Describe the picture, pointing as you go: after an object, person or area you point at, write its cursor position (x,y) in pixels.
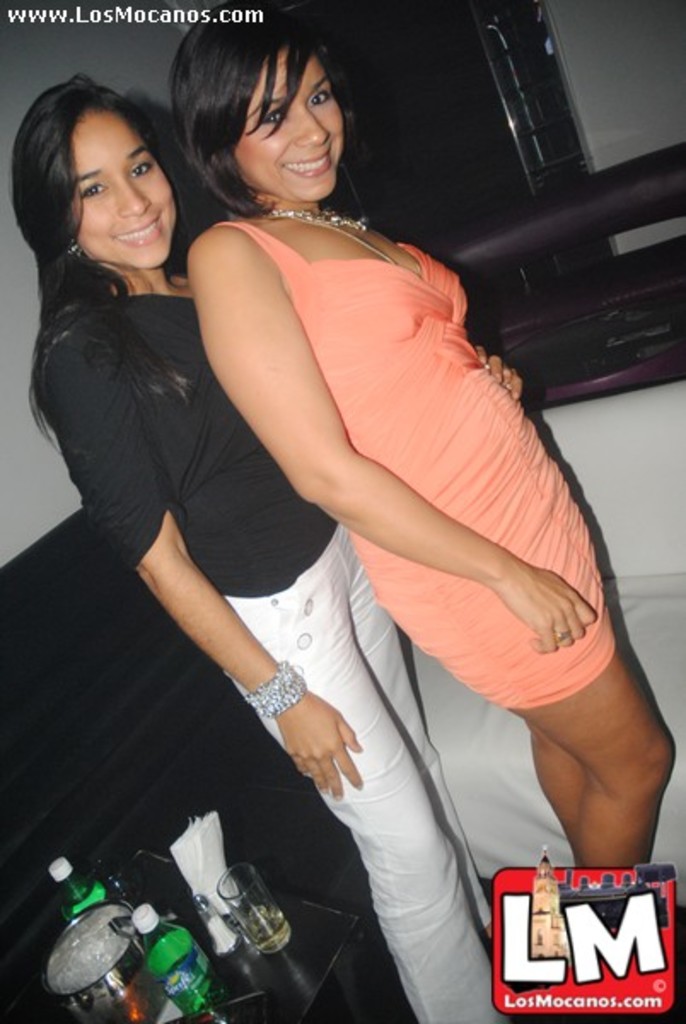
In this image we can see two women (378,626) standing on the floor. We can also see a table (279,1012) beside them containing some bottles (194,978), tissue papers (194,882), glass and a container (121,952) placed on it. On the backside (543,161) we can see a door (536,168) and a wall (475,205).
